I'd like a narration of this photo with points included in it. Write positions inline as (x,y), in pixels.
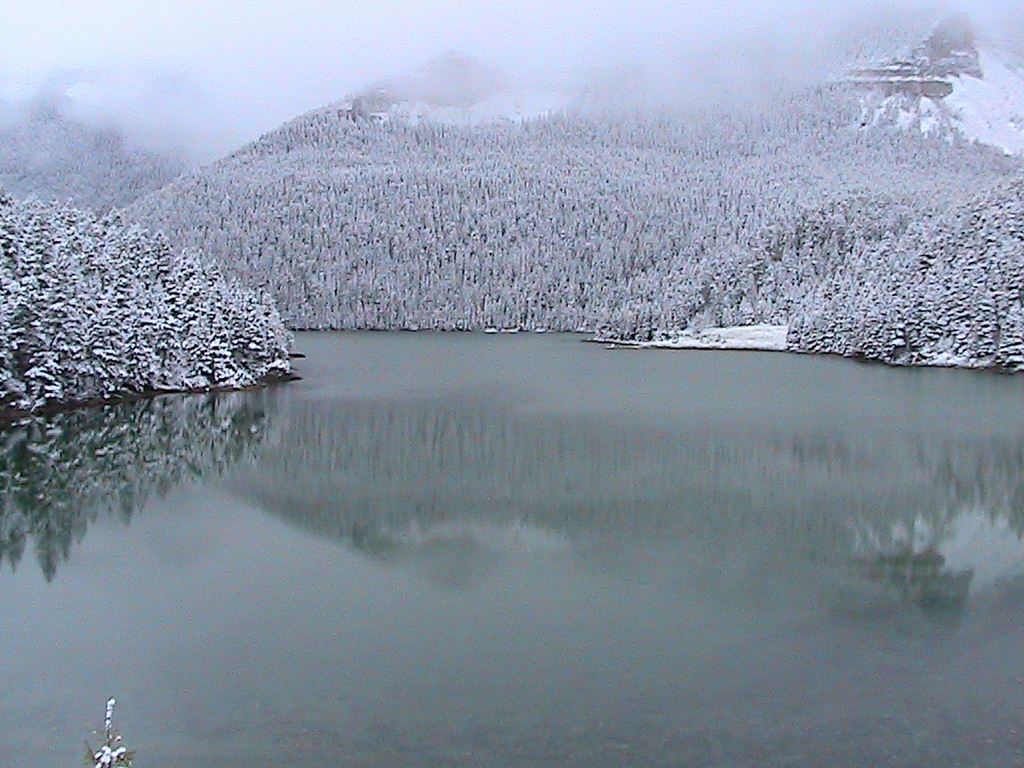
In this image there is water (509,571). Beside there are hills (495,190) having trees (612,185) on it which are covered with snow (539,242).
